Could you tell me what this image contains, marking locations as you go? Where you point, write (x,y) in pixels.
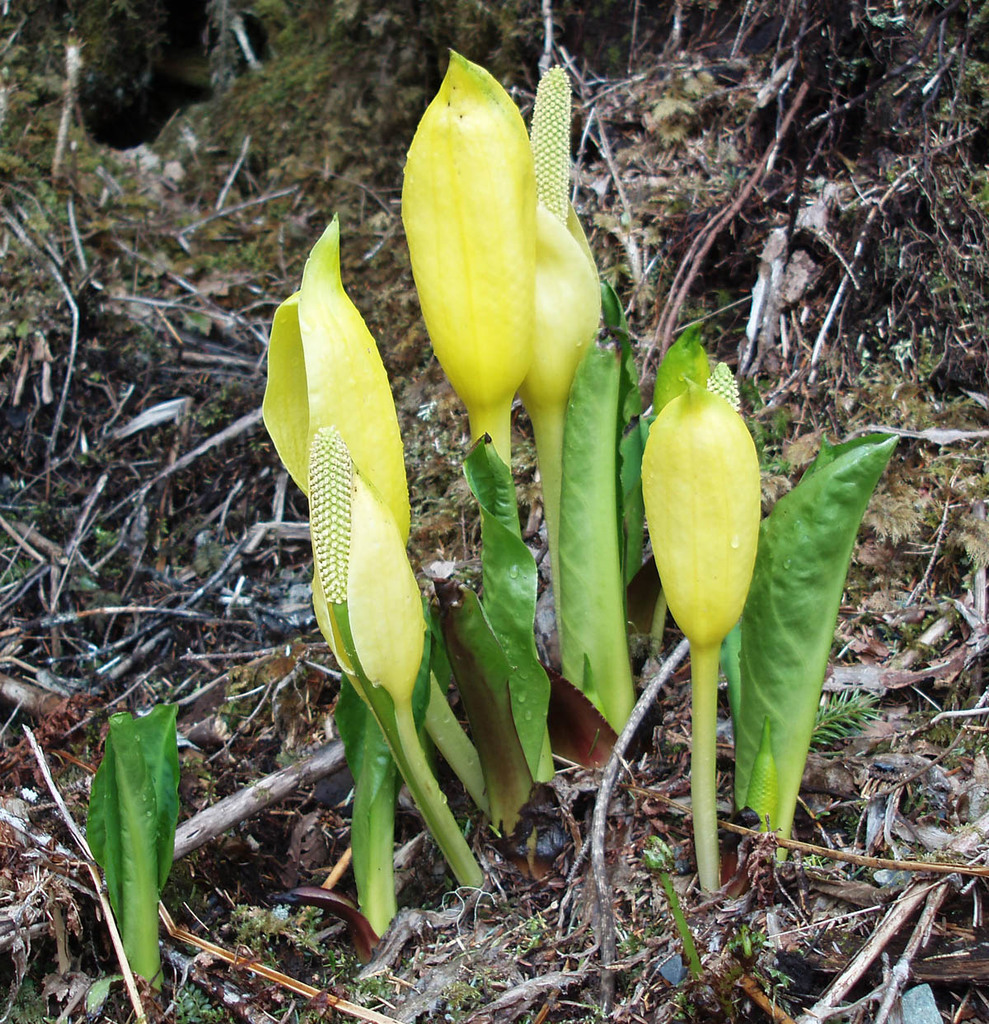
This image consists of a plant (506,767). At the bottom (864,799), there are dried stems (867,770) and grass (3,1003).
